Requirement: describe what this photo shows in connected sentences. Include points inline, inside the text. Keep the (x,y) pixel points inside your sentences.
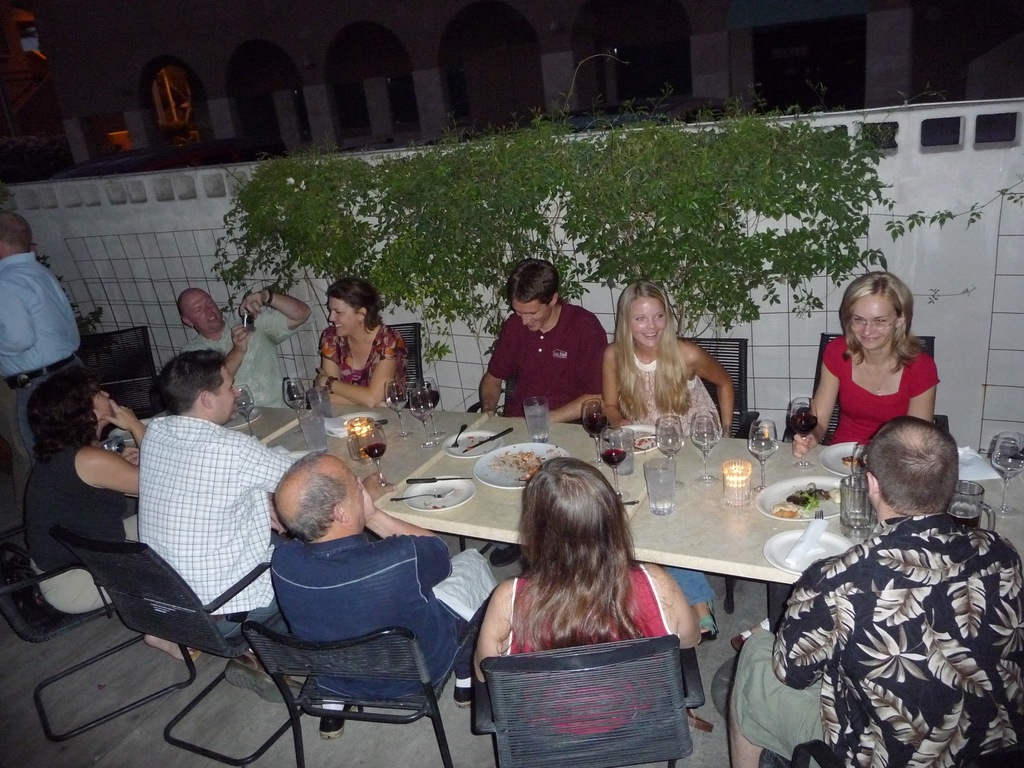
here in this picture we can see group of people (498,377) having a party sitting on the chair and having a table (332,446) in front on them, on the table (502,502) we can see different different items (485,456) glasses (671,437), plates (444,500), spoons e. t. c, here we can also see a creeper (537,204) on the wall (936,243).
